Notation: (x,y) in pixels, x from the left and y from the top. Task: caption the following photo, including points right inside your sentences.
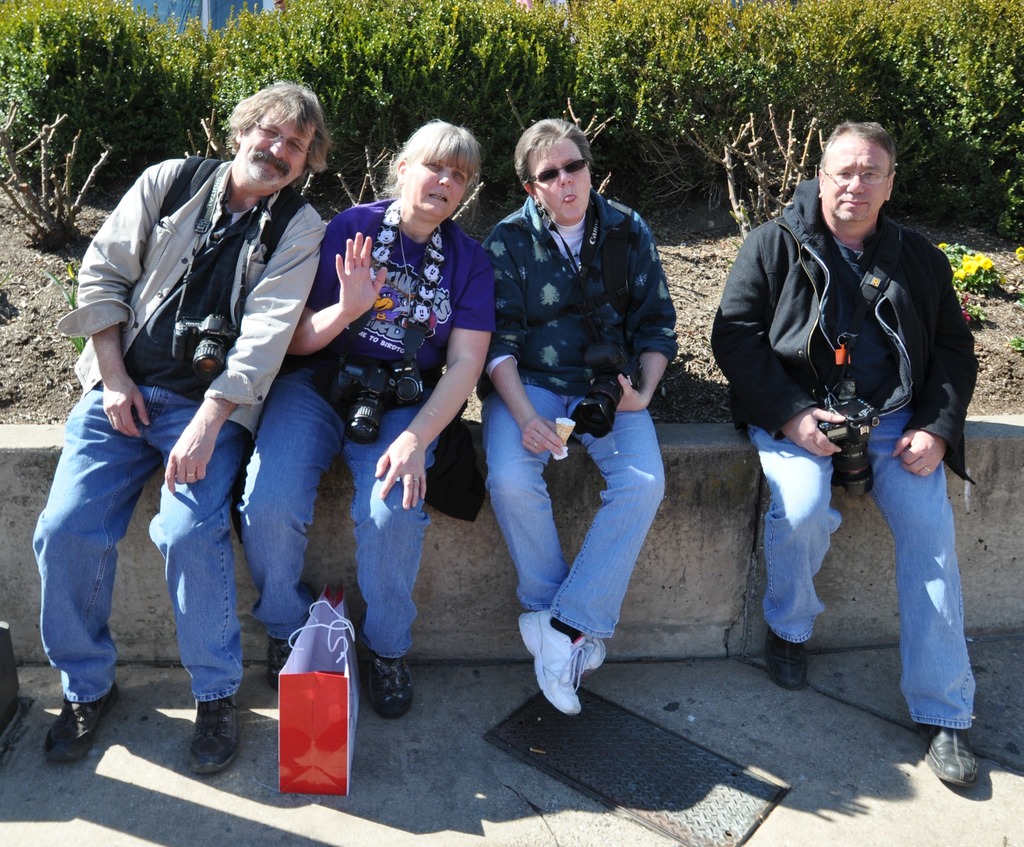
In this image, we can see some people (620,431) sitting on the wall (7,527) and there is a bag (292,716) on the ground (25,671), we can see some green plants (526,83).
